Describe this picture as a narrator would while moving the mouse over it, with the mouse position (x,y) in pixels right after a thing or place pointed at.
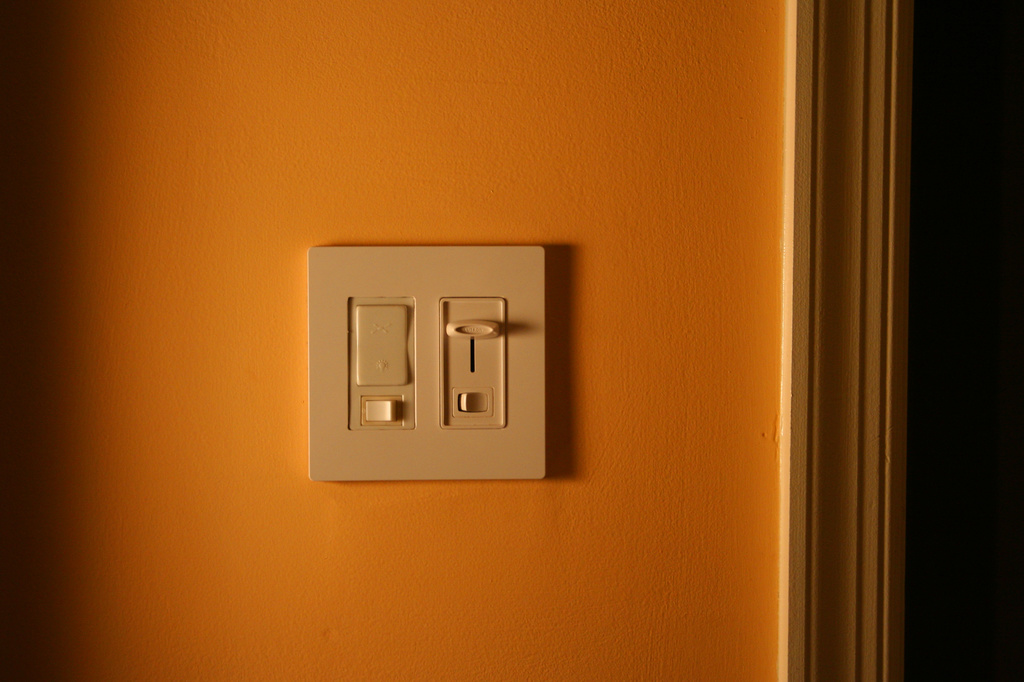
In this image I can see a orange color wall (652,469), switch box (477,335) and a door (813,441). This image is taken in a room (460,554).
